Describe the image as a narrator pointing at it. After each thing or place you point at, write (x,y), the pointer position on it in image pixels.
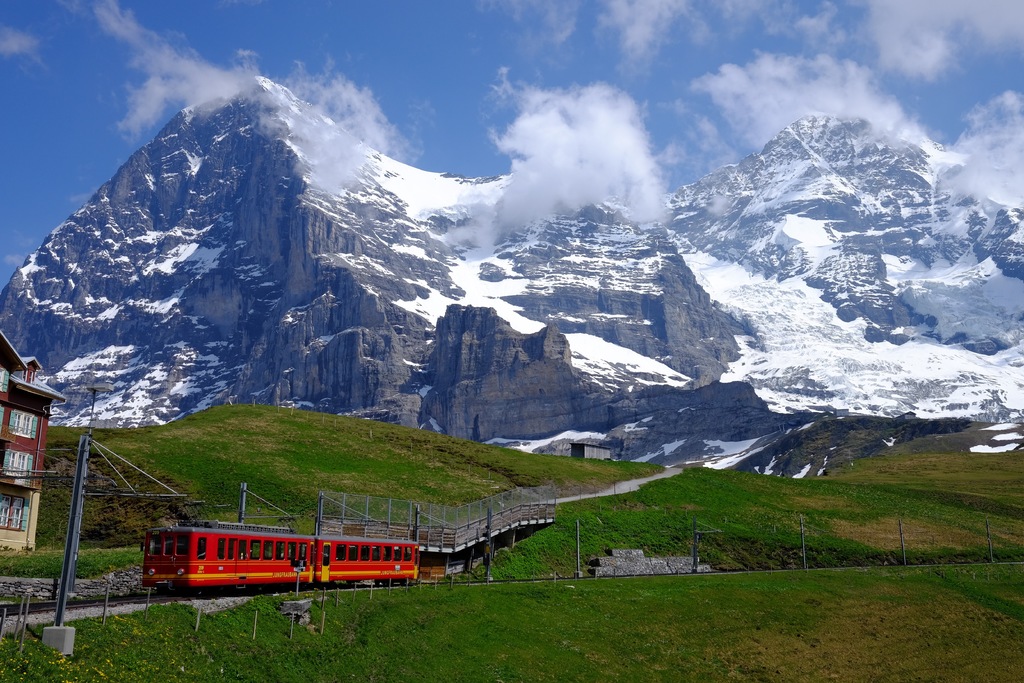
In this image we can see the mountains (452,410), hill (613,466), building (13,405), fence (411,515), path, poles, wires (106,461) and also the sky (237,78) with the clouds (584,120). We can also see a train (254,577) passing on the railway track (83,606).
